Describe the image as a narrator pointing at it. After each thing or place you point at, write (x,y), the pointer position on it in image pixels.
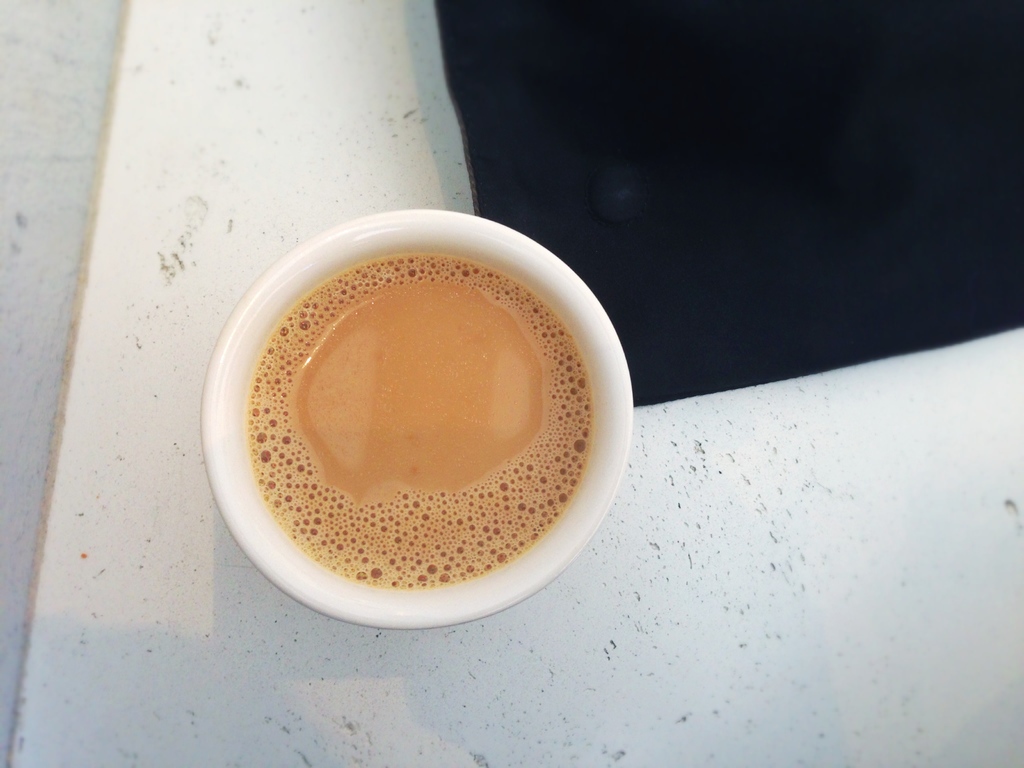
In the center of the image (565,349) there is a tea (574,355) in cup (241,515) on the floor (435,755).
